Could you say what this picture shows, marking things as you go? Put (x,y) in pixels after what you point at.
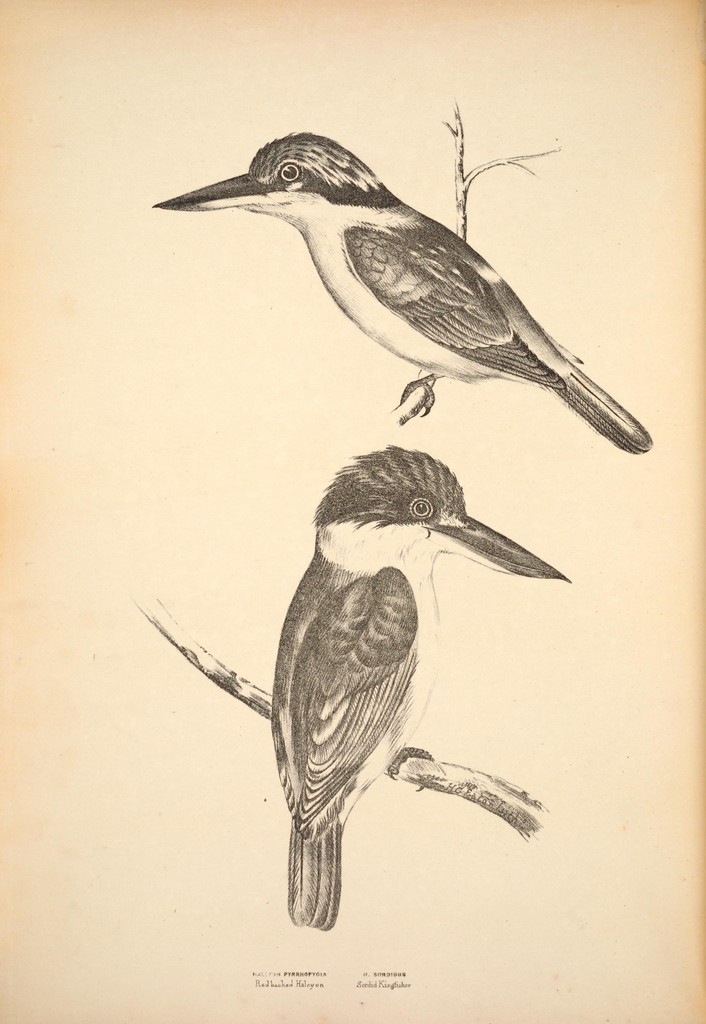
In this image in the center (467,358) there is a paper (541,659), and on the paper (345,406) there is a drawing (426,326) of two birds (315,858).
